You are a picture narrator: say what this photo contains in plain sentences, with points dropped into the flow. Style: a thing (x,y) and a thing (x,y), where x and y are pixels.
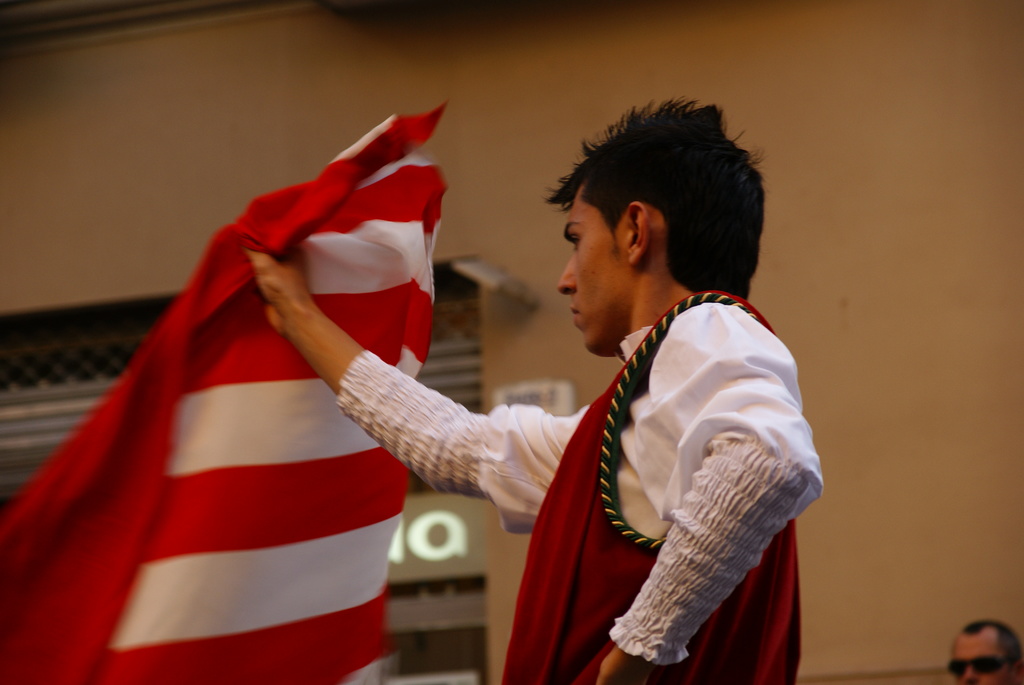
In this image we can see two persons (775,621). A person (631,478) is holding a cloth (312,497) in his hand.
